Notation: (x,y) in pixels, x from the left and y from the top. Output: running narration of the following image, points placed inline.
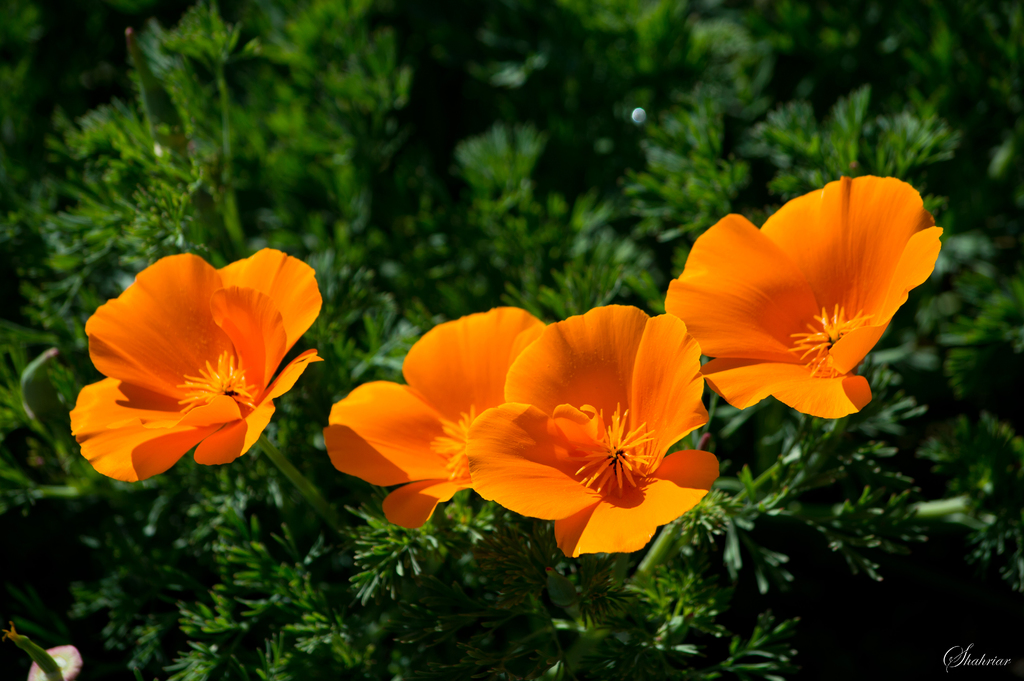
In this image there are flower plants (417,424), in the bottom right (986,653) there is text (970,654).
